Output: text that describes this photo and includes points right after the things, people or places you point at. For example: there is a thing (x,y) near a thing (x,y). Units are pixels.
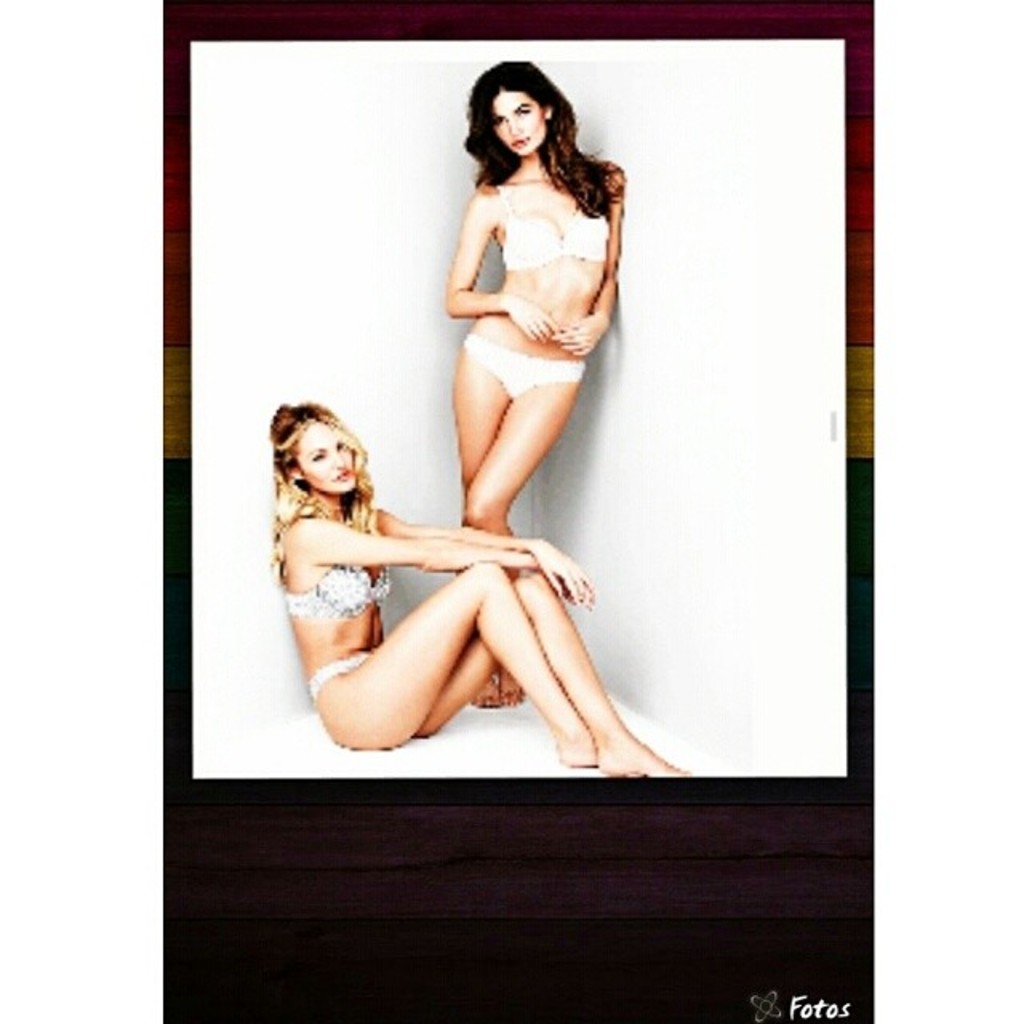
Here, we can see two women (372,734), there is a white color wall (656,398).
